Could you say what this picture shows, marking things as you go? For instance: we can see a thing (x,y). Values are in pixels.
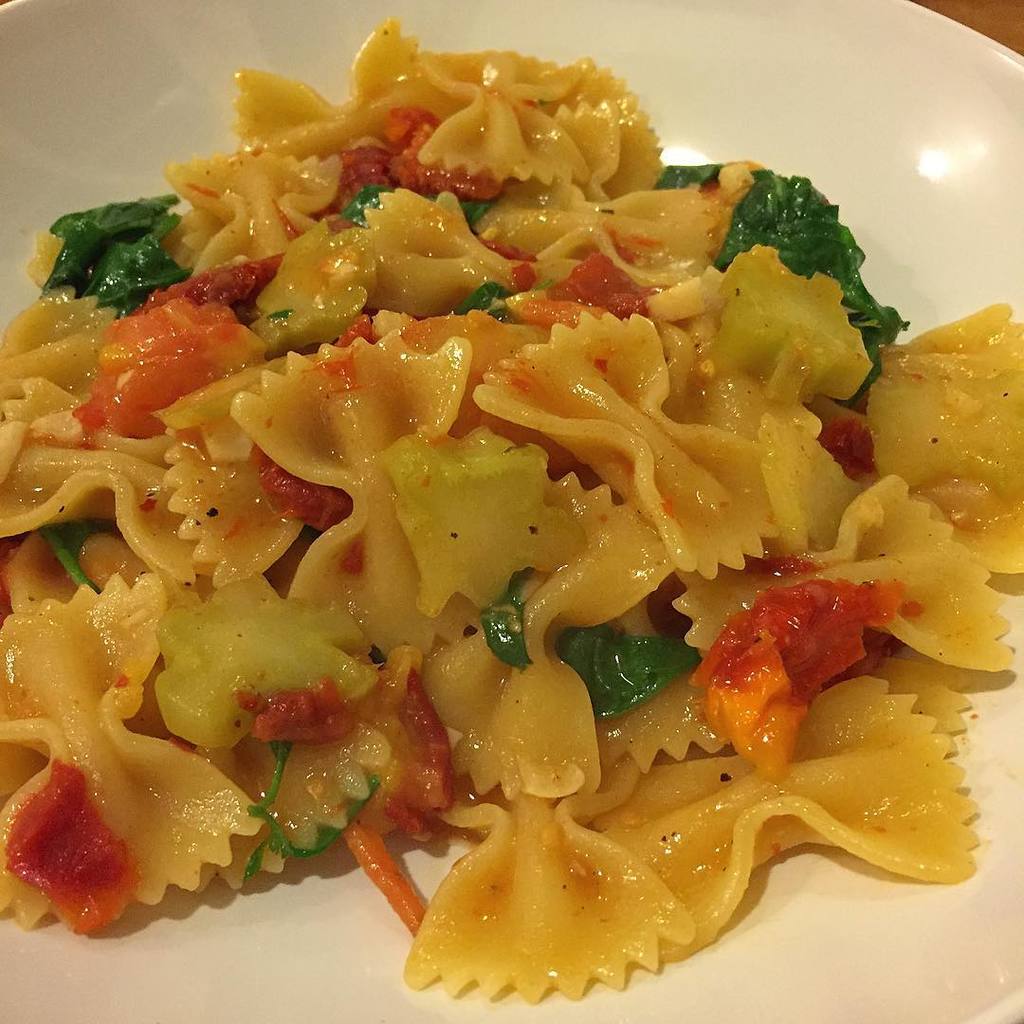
In the picture I can see food item (486,389) on a white color plate (97,138).
